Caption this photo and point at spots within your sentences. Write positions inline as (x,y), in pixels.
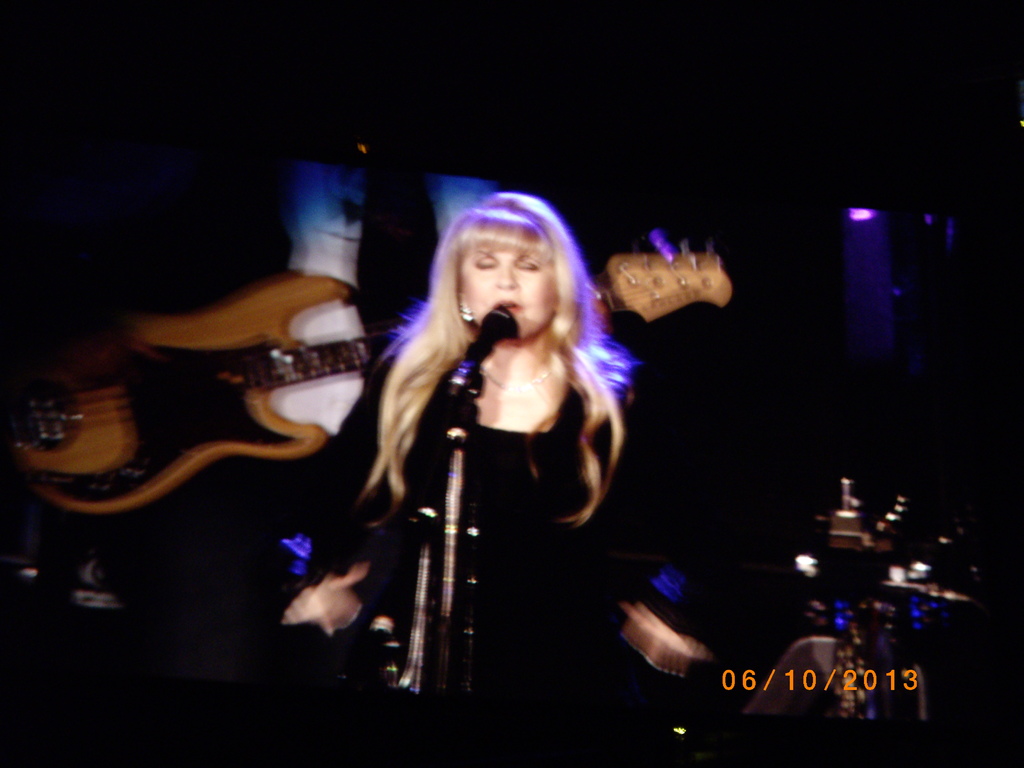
A woman (441,405) is singing in a concert.
